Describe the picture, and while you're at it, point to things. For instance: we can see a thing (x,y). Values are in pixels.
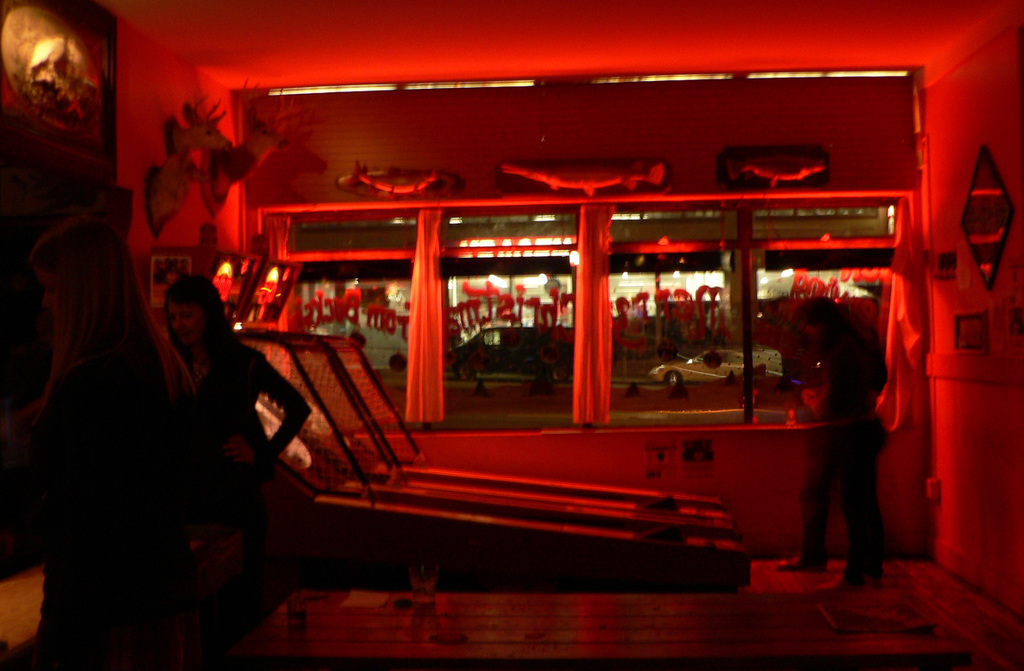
In this picture I can see few people (80,278) are standing and I can see glass windows (716,349) and from the glass (542,379) I can see building (658,359) and a car (655,374) and I can see few curtains (437,296) and looks like a game (527,495) in the back (380,425) and looks like replica (211,151) of few animal heads (224,157).
